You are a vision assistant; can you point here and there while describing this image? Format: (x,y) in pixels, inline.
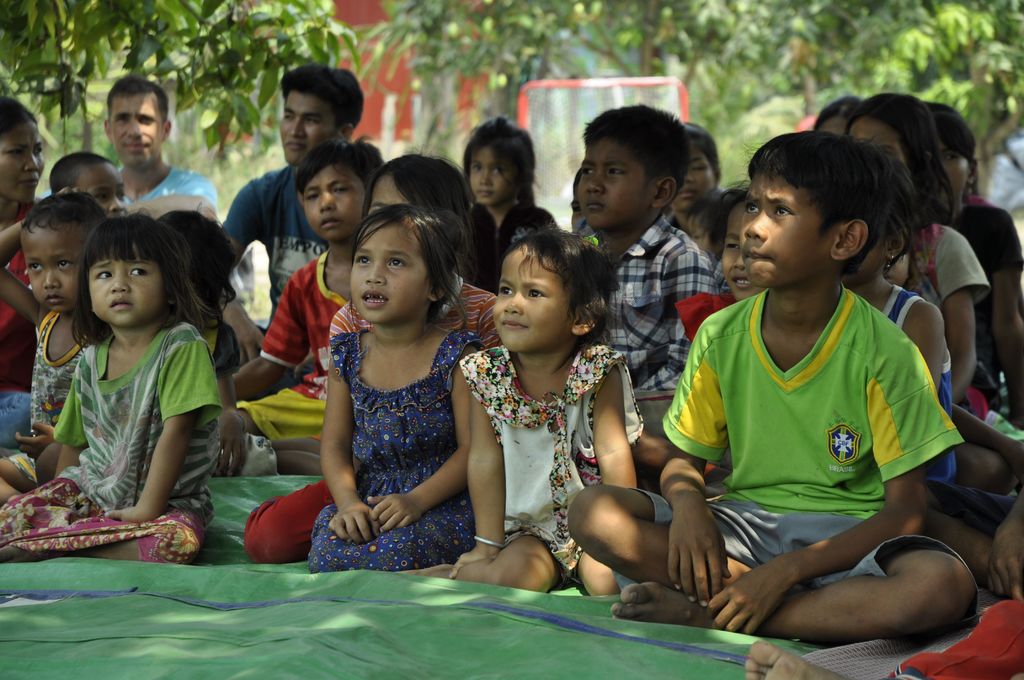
In the image there are few kids (634,596) and men (305,112) sitting on the green cloth (181,604). Behind them in the background (294,57) there are trees (636,46) and also there is a net (538,150).
